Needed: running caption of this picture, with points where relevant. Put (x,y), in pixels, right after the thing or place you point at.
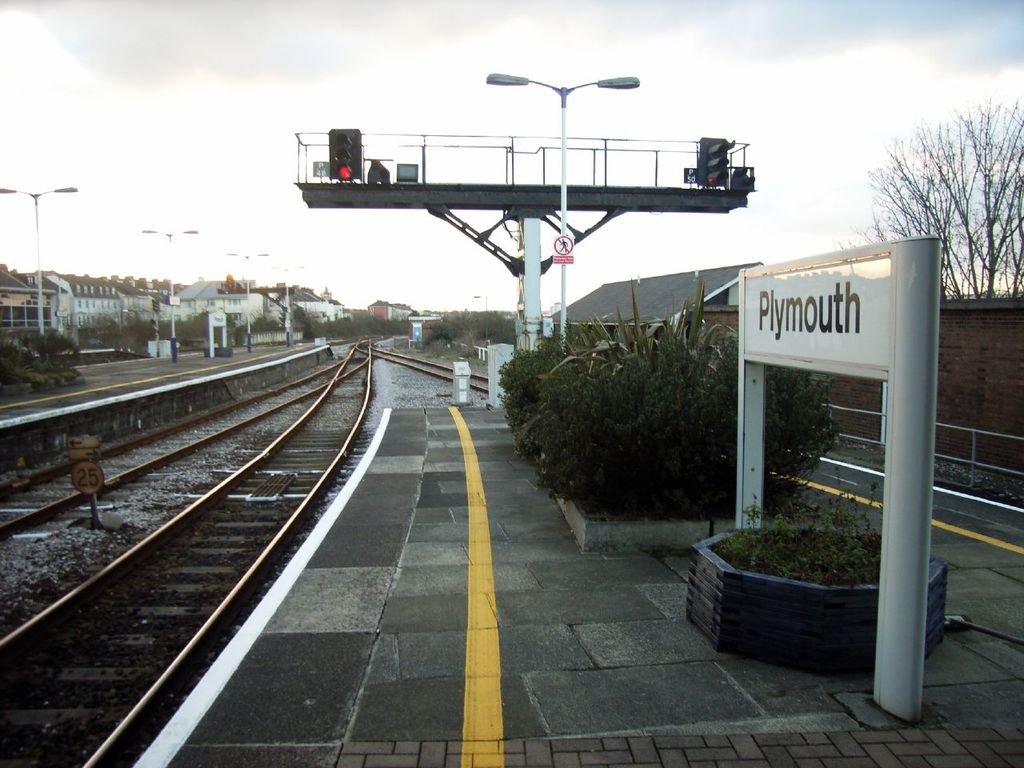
In this picture we can see a railway tracks (293,411), traffic signals (336,168), plants (580,466), buildings (388,318), street lights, sign boards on the left side (181,294). Sky (585,53) is cloudy.
